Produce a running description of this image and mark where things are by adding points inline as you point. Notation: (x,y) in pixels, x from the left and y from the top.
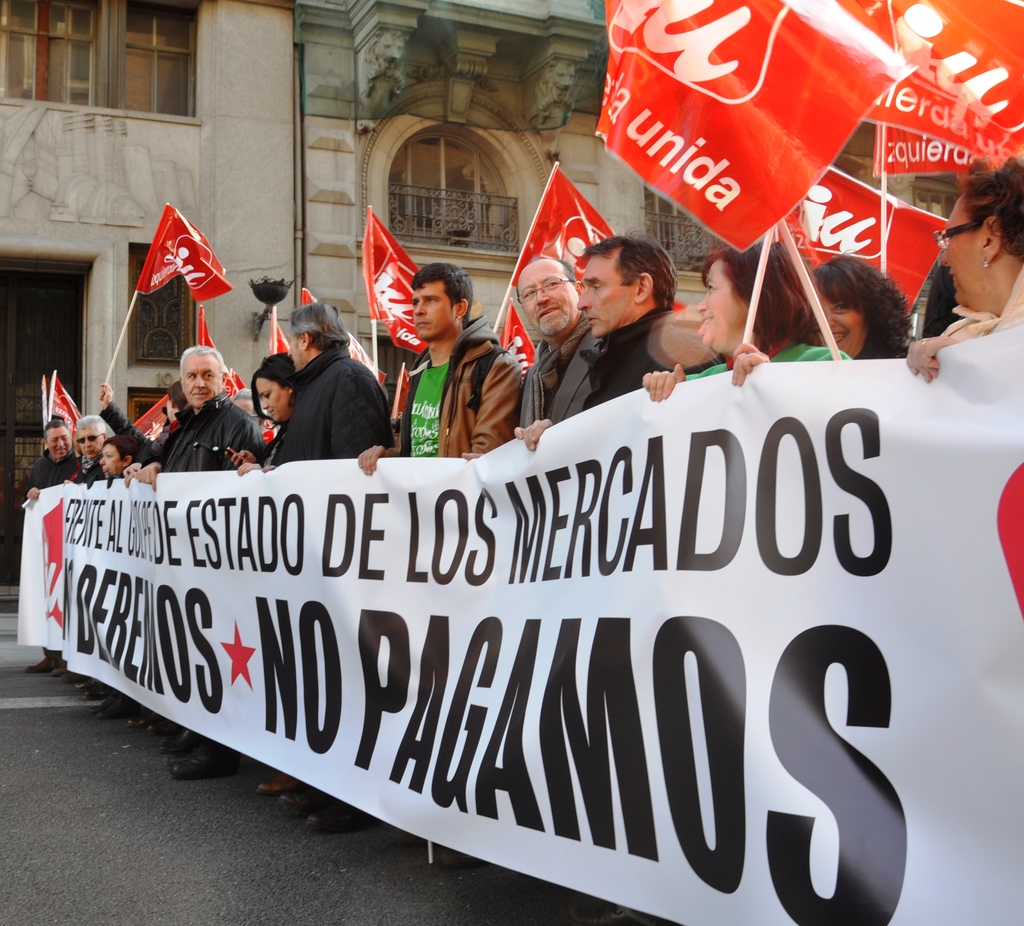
There are few persons (348,391) standing on the road (43,700) and a holding a lengthy banner (610,766) in their hands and among them few are holding flags (170,261) in their hands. In the background (211,226) we can see a building (467,238), fences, windows (92,48) and doors (7,372).
